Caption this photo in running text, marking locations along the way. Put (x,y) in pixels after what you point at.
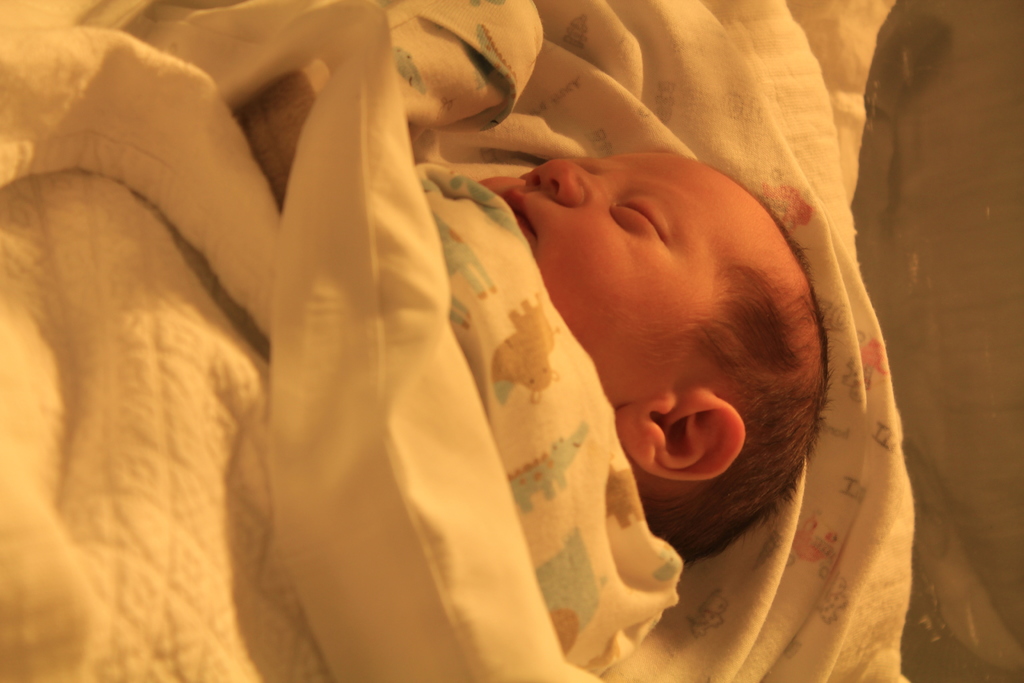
In this picture I can see there is a infant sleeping and there are some blankets (287,256) covering him.
